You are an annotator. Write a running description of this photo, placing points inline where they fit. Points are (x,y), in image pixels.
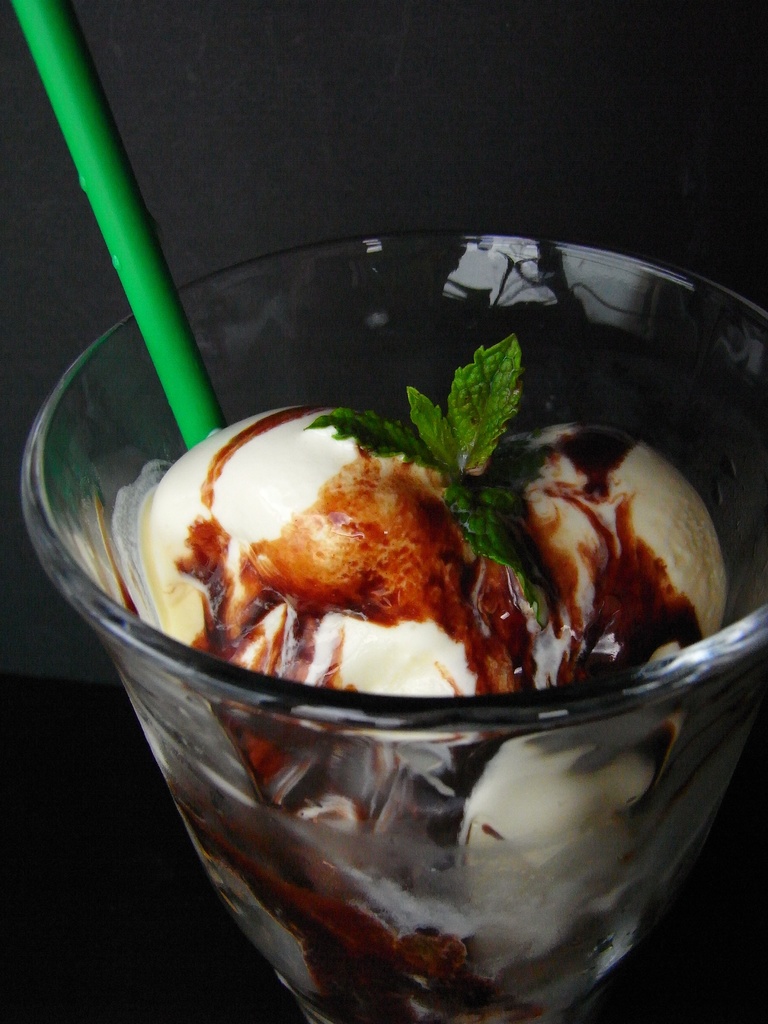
In this image we can see a glass (339,867) with ice cream (344,597). On that there are mint leaves (472,468) and also there is a straw (148,346). In the background (225,45) it is dark.
